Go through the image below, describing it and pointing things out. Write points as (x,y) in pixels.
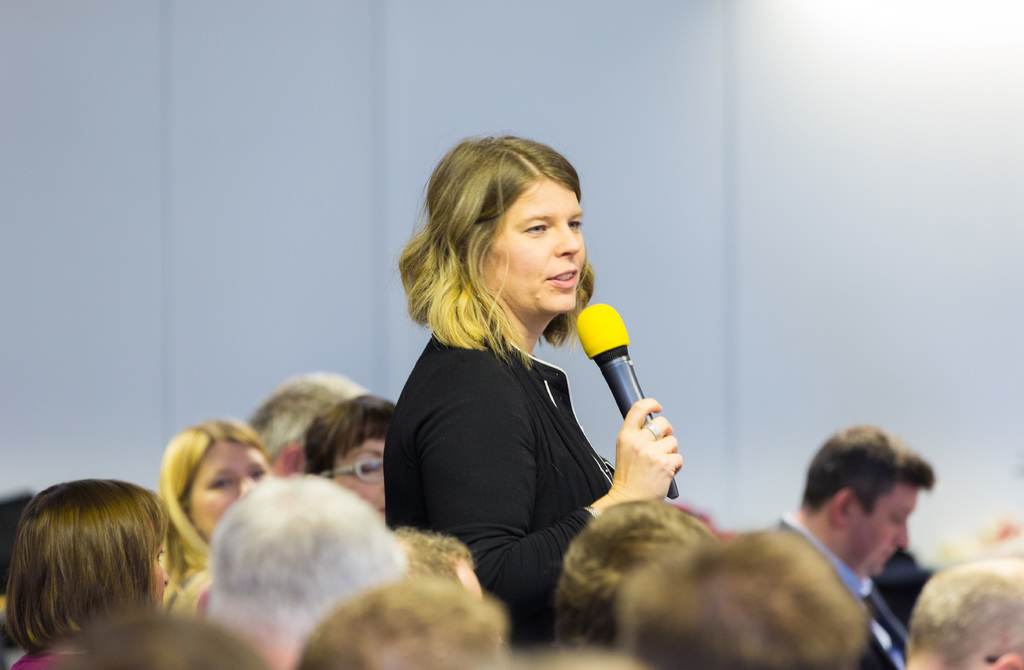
This is a picture of a woman (648,414) standing and talking into microphone (584,335). This picture might be taken in a meeting. There are many people (111,483) seated. The wall (816,183) is painted white.
